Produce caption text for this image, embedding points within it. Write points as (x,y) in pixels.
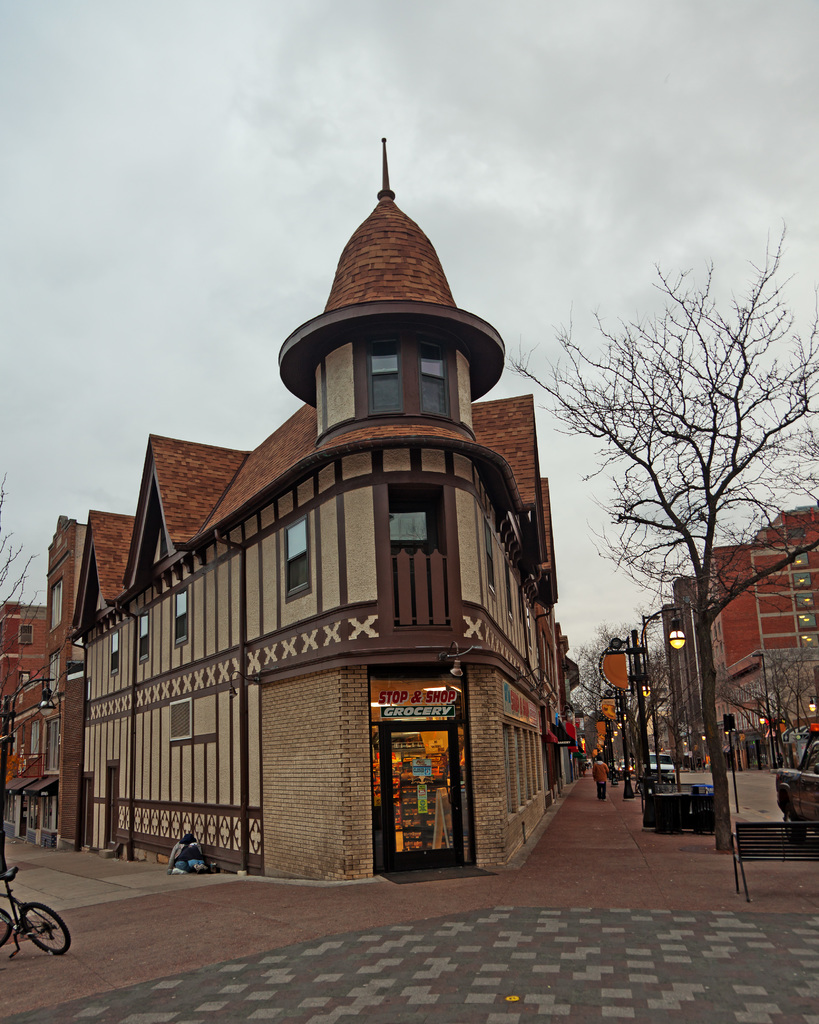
In this picture there are buildings (488,670) and trees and there are street lights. On the right side of the image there are vehicles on the road (771,780). In the foreground (542,932) there is a bicycle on the footpath (138,929) and there might be a person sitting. At the top (235,113) there is sky (241,113). At the bottom (337,1006) there is a road (335,1020).
